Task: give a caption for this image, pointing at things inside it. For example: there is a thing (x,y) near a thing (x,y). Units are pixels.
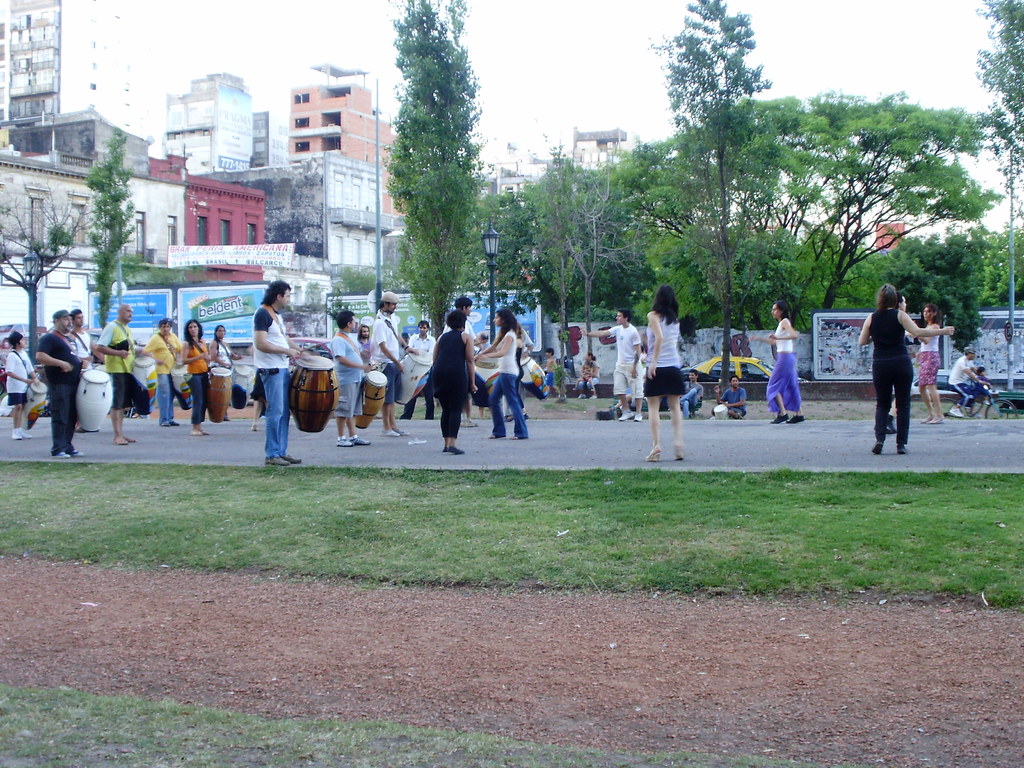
In this picture, in the middle (342,339), we can see a group of people (338,354) standing and few people (368,371) are playing their musical instruments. On the right side (990,407), we can see a person (985,371) riding a bicycle (1002,404). On the left side (67,272), we can see some trees (40,248), buildings (318,269). In the background (178,336), we can see some hoardings (163,297), trees (515,277), street lights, buildings (289,273). On the top (608,86), we can see a sky (567,76), at the bottom (634,541) there is a road (624,443) and a grass (587,594).
